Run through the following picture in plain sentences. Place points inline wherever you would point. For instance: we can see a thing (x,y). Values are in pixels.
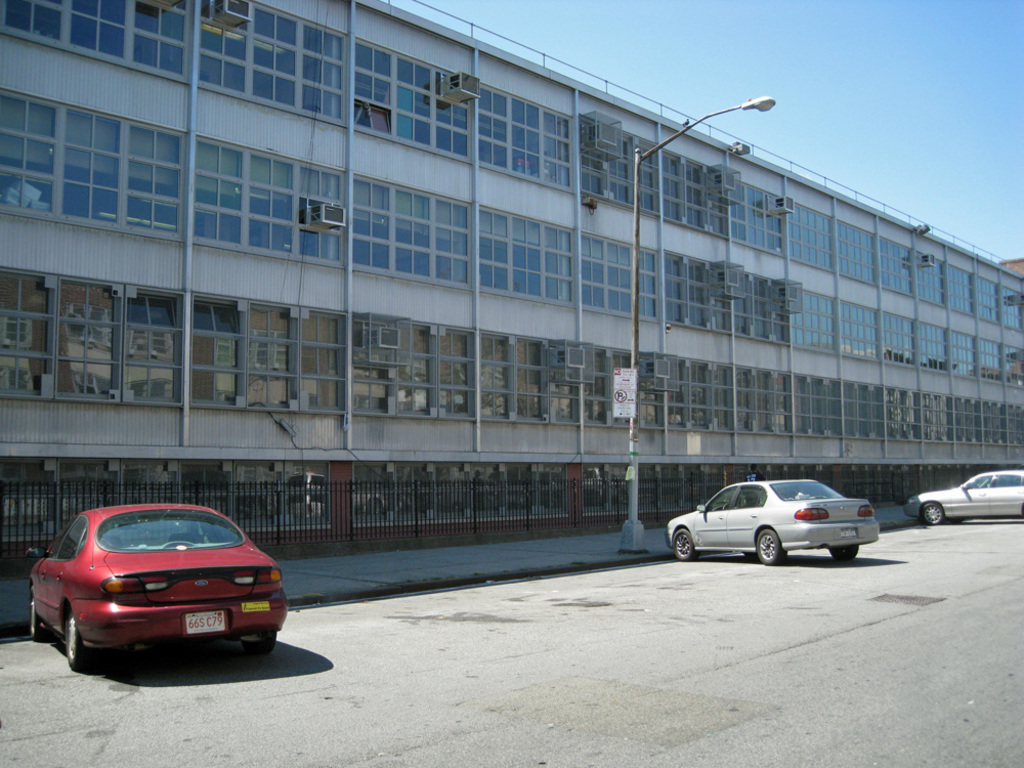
In this image we can see a group of cars (231,636) parked on the road (330,630). In the center of the image (638,468) we can see a light pole (763,100) and a sign board (627,399) with text (624,380). In the background (289,533), we can see a fence (87,509), building (307,116) with air conditioners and the sky (932,93).
